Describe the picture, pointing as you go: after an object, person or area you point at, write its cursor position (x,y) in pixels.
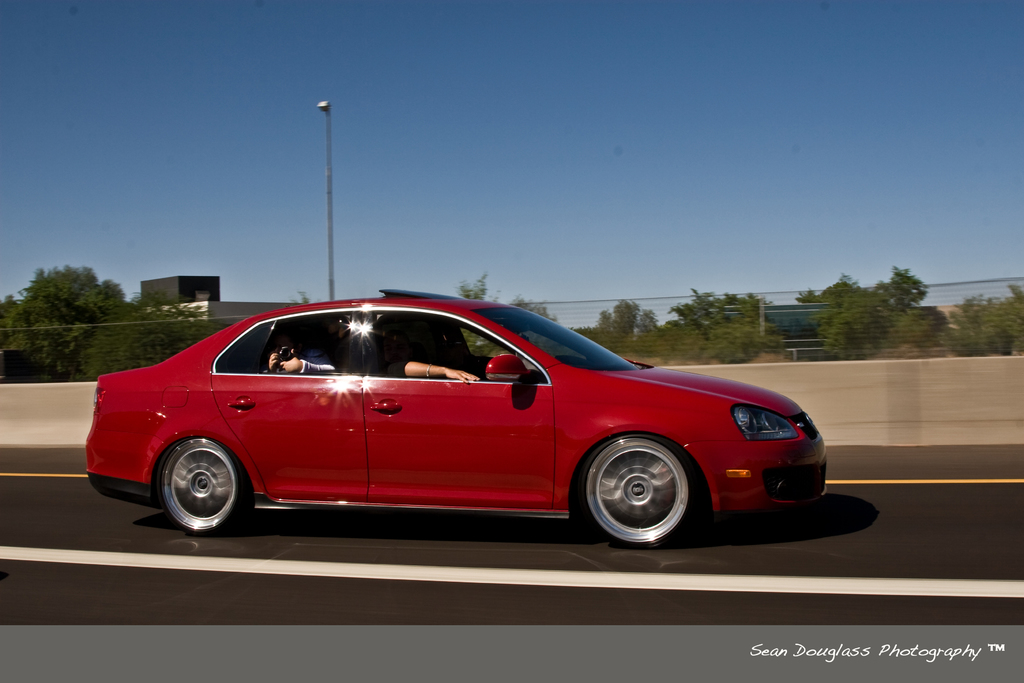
In this picture, we see the people (278,362) are riding a red car (373,442). We see a man (313,361) in the white T-shirt (331,364) is holding a camera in his hands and I think he is clicking the photos with the camera (283,359). At the bottom (502,591), we see the road (543,566). Behind the car (769,420), we see a wall (857,388) and the fence (778,342). There are trees (88,274), buildings (768,318) and a pole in the background (698,322). At the top (530,173), we see the sky (588,190), which is blue in color.
